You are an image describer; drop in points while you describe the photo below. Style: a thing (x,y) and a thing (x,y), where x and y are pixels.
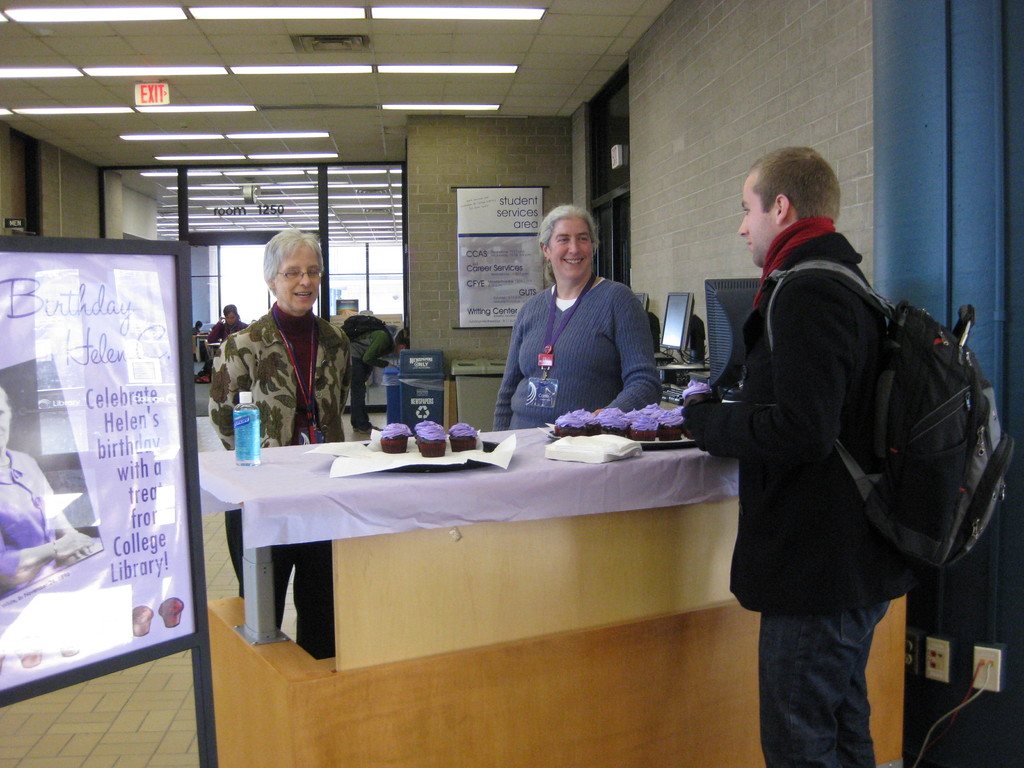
Two womens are standing behind the desk (462,631). A person (744,482) is standing by carrying a bag (945,445). Back to him there are few monitors (650,320). There is a dustbin (394,389) close to the wall (469,355). A person (364,399) is standing beside it. Left side (1,309) there is a banner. Desk (265,460) has a bottle (255,433) and some food (404,434) on tray (438,465). lights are attached to the roof (556,18).
